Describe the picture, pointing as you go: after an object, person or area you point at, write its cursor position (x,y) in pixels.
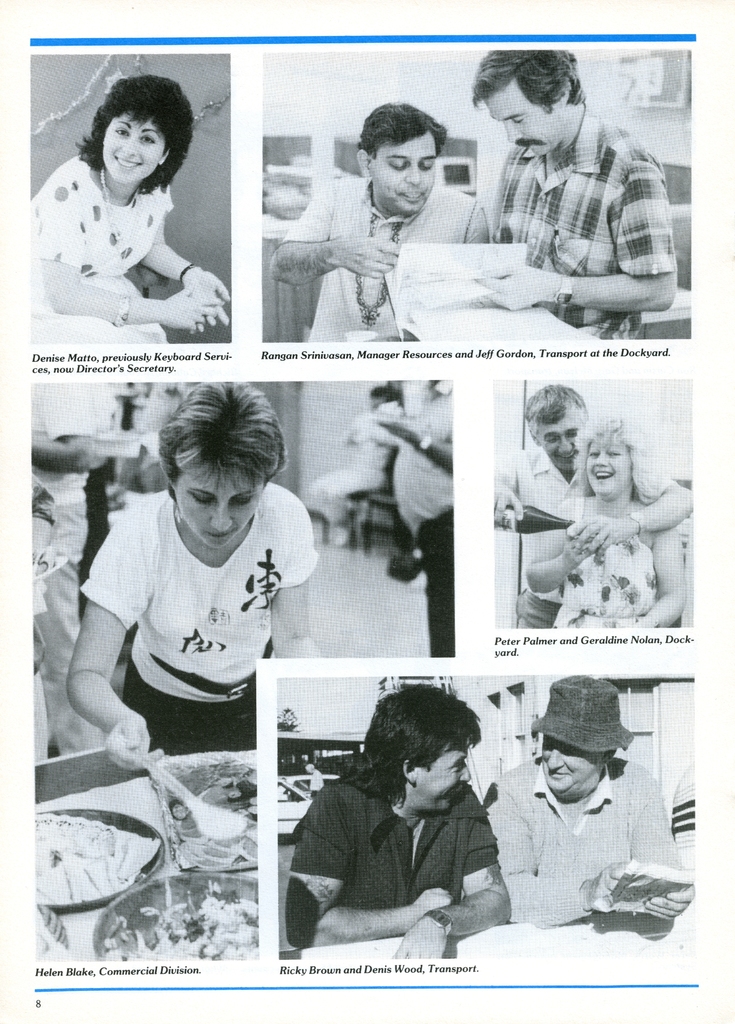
This is a black and white image and this is a collage image of different people (535,618) with some text (316,970) written under each image.
